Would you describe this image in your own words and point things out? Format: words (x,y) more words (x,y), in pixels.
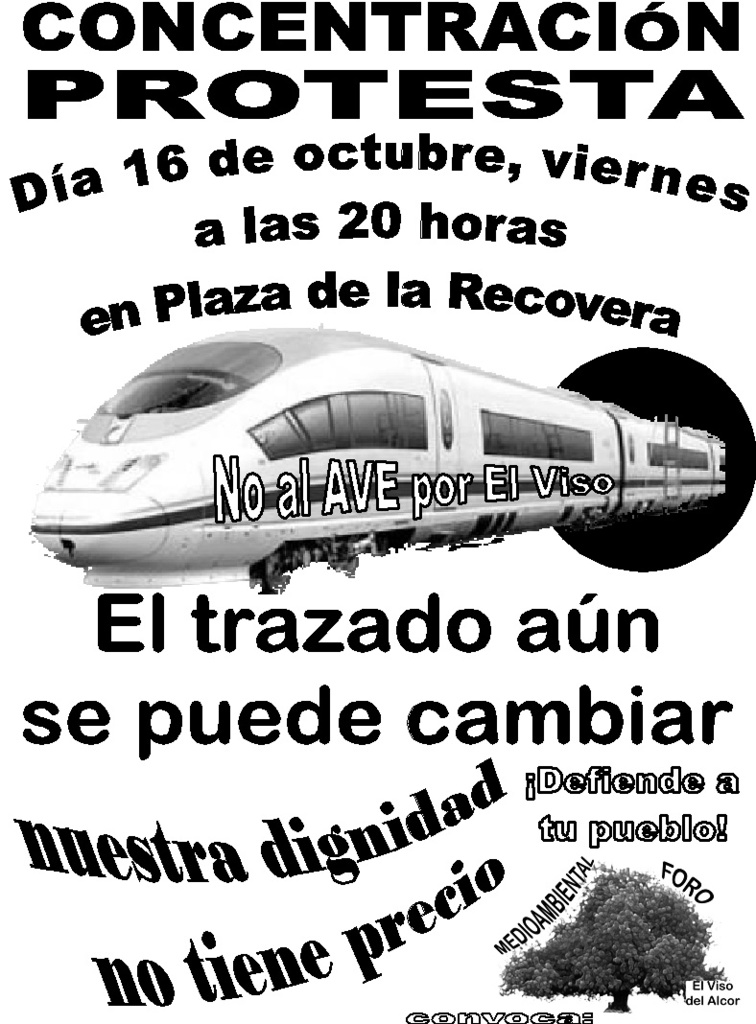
In the center of the image (390,477) a train (257,442) is there. In the background of the image (506,765) we can see some text (249,642) is present. At the bottom right corner (651,908) a tree (620,917) is there.
